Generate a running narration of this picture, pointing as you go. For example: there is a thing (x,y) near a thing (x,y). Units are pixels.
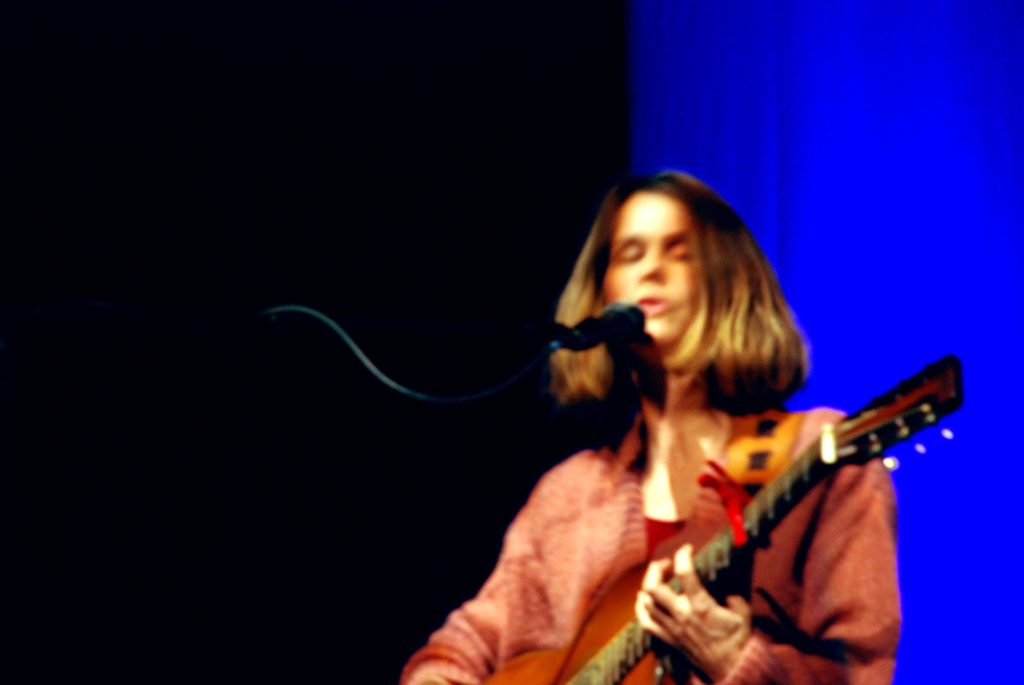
In this image we can see a person (715,323) playing a musical instrument (882,416) and singing in a microphone (607,336). In the background of the image (534,323) there is a blue and black background (450,132).
